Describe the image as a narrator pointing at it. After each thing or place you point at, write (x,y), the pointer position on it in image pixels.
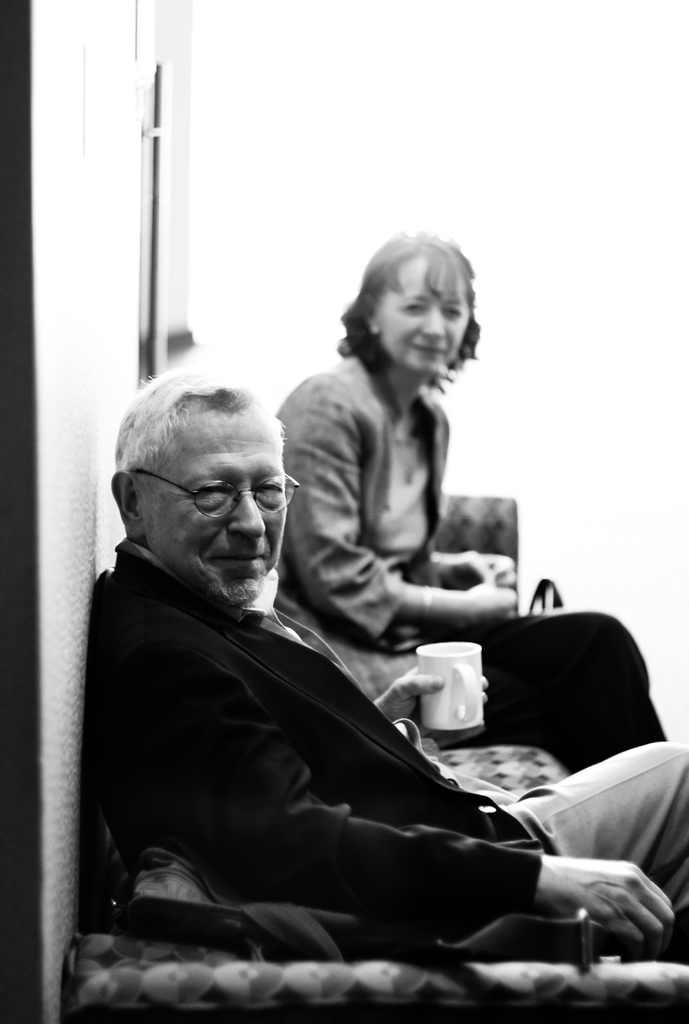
This picture is of inside. In the foreground (253,461) we can see a man (234,752) sitting on the couch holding a cup (454,677) and smiling, behind him there is a woman (420,501) smiling and sitting on the couch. In the background (388,67) we can see a white color wall (461,138).
